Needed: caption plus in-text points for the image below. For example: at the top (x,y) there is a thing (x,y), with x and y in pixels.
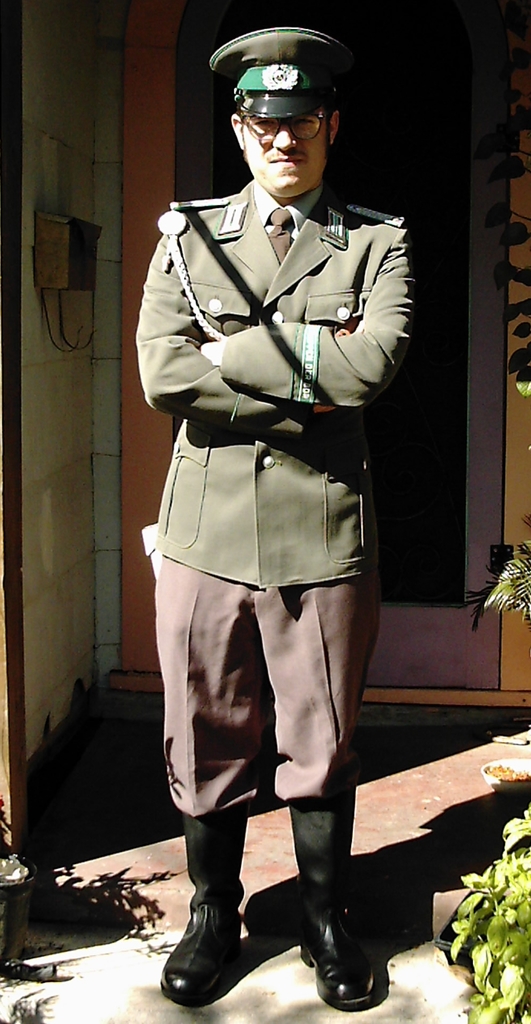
In this picture there is a person (261,348) wearing green coat (257,402) is standing and there are few plants (512,981) in the right corner (487,979) and there is a plant pot (13,908) in the left corner (7,900) and there is a door (195,164) and an object (74,224) behind him.
